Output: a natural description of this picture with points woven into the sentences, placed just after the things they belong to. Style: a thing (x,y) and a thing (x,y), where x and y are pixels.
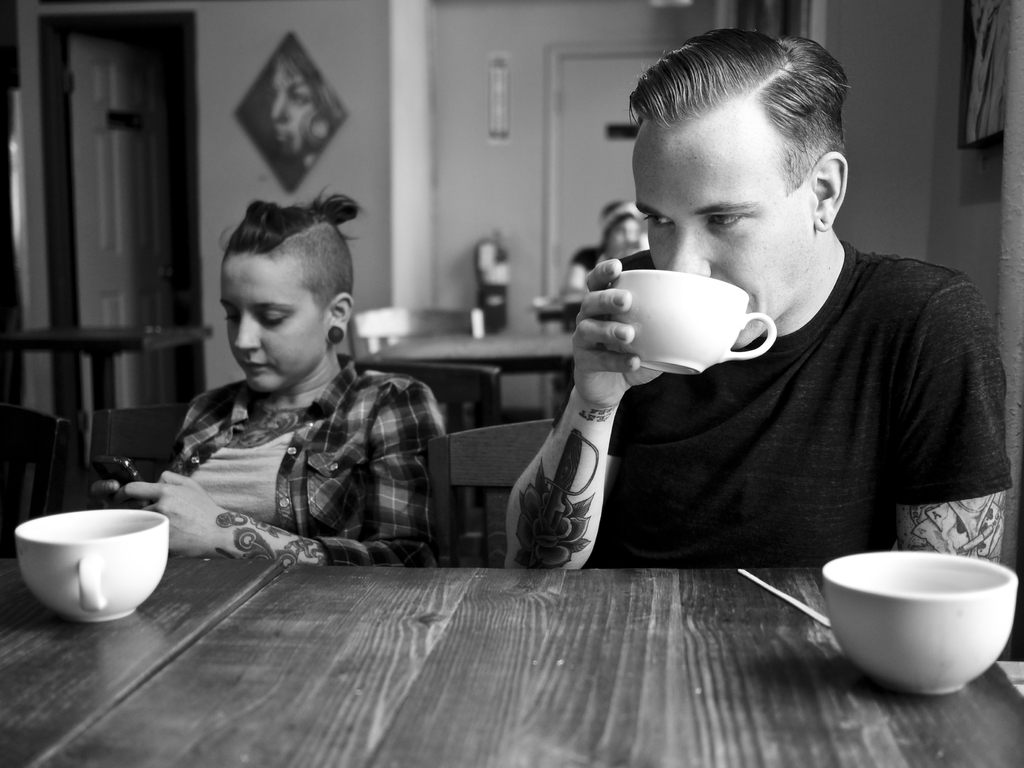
We can see frame (319,150), light (508,94) over a wall (475,135). These are doors (125,155). We can see persons (938,342) sitting on chairs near to the table (781,675). This man (746,417) is drinking a cup of tea or coffee (724,331). On the table (813,607) we can see cups (944,604), stick (789,596). This woman (173,496) is holding a mobile (124,466) in her hands (206,494).
